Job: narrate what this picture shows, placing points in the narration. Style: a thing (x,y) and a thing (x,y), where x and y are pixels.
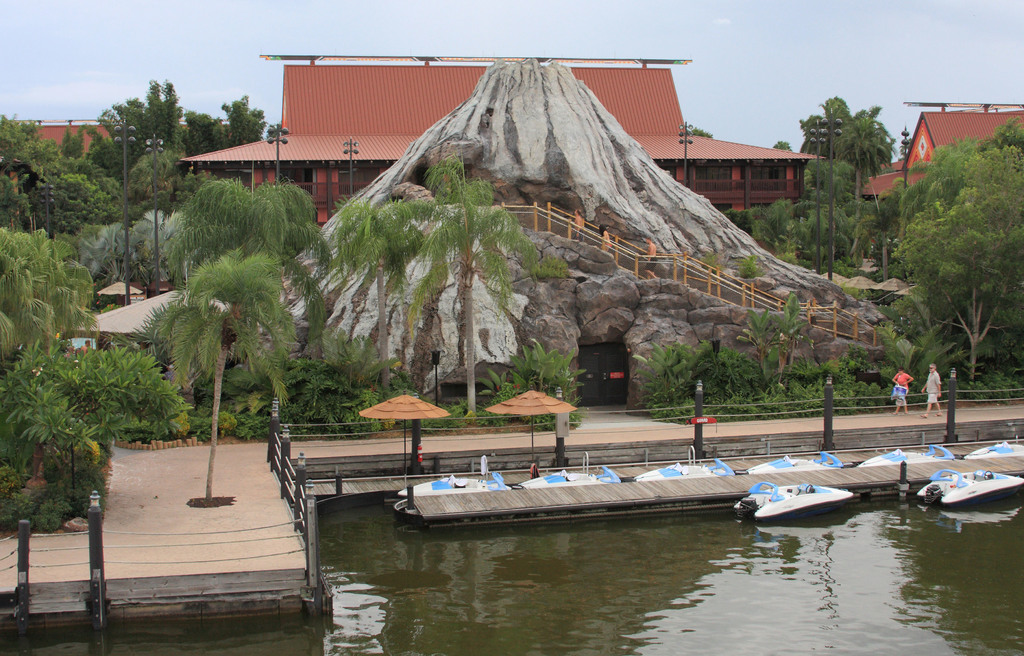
In this picture there are few boats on the water (802,564) and there are two persons (938,393) standing in the right corner (931,378) and there is a mountain (608,175), trees (308,234), poles (686,164) and buildings (325,137) in the background (554,148).
